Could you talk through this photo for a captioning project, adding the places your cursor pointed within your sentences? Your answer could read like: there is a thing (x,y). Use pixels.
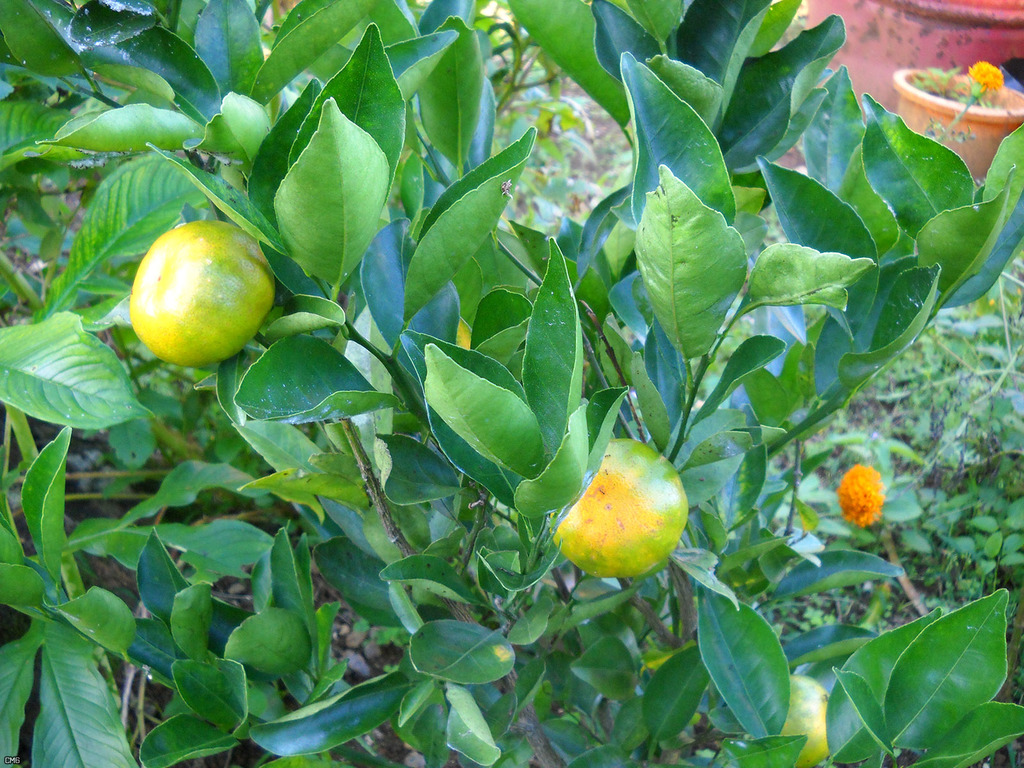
In this image there are plants (763,464) with flowers (989,70) and fruits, and at the background (788,156) there are pots (966,80), grass (959,324).
